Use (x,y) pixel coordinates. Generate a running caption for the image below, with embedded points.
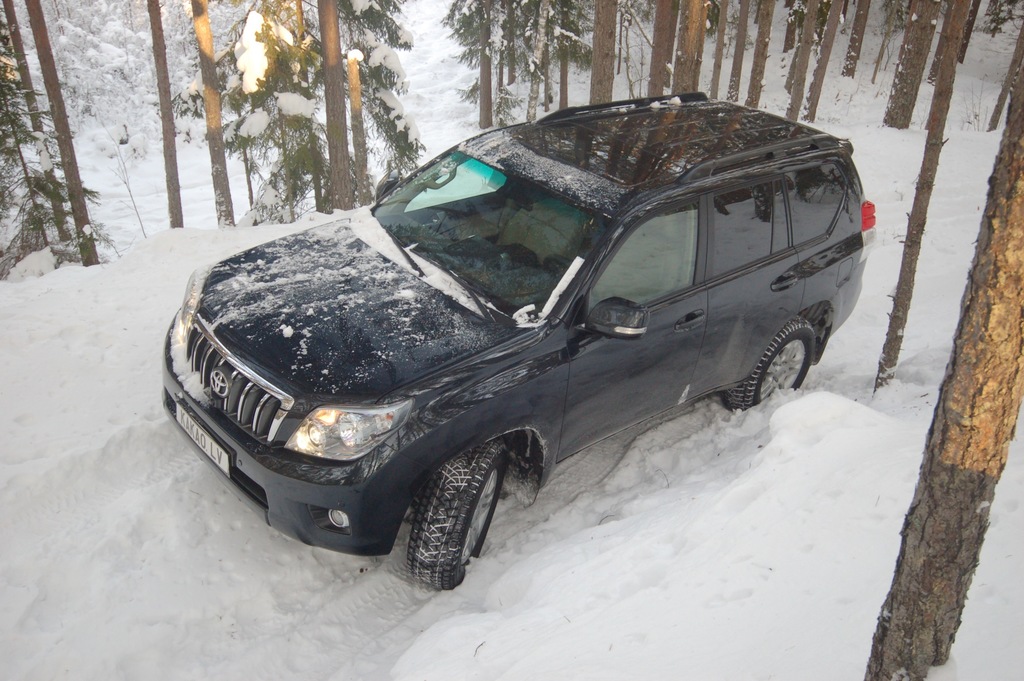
In the picture I can see a black color car (544,302) in the snow (712,451) and I can see the snow (369,255) on the car (553,239). In the picture I can see the trees (174,204).
